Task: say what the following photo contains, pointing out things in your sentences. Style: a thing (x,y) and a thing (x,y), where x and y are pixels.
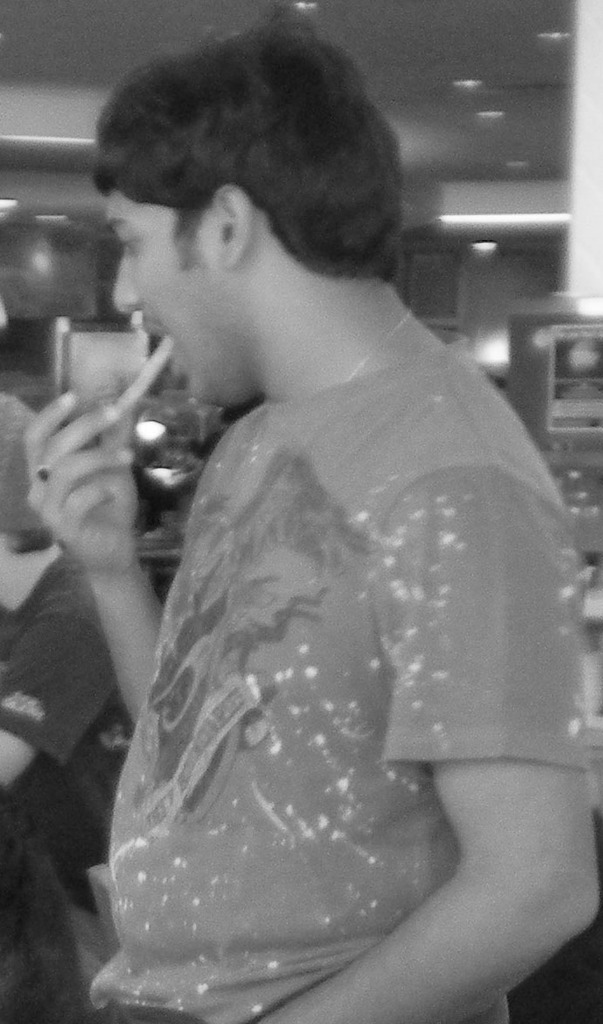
In the center of the image (385,490) we can see a man (369,470) standing. On the left (4,624) there is a person (52,703) sitting. In the background (457,287) there is a wall (487,309). At the top (496,112) there are lights (478,246).
